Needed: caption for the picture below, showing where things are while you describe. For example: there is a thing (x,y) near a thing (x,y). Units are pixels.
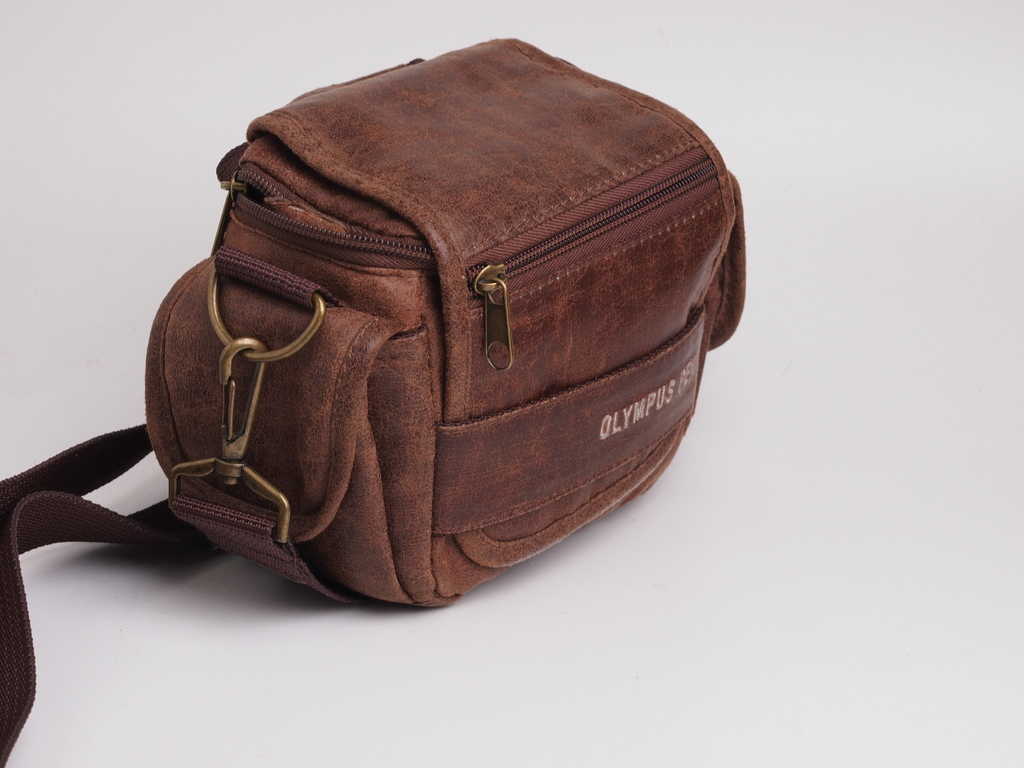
In this picture we can see a bag (645,368) with straps (144,539) on a white color platform (307,609).
